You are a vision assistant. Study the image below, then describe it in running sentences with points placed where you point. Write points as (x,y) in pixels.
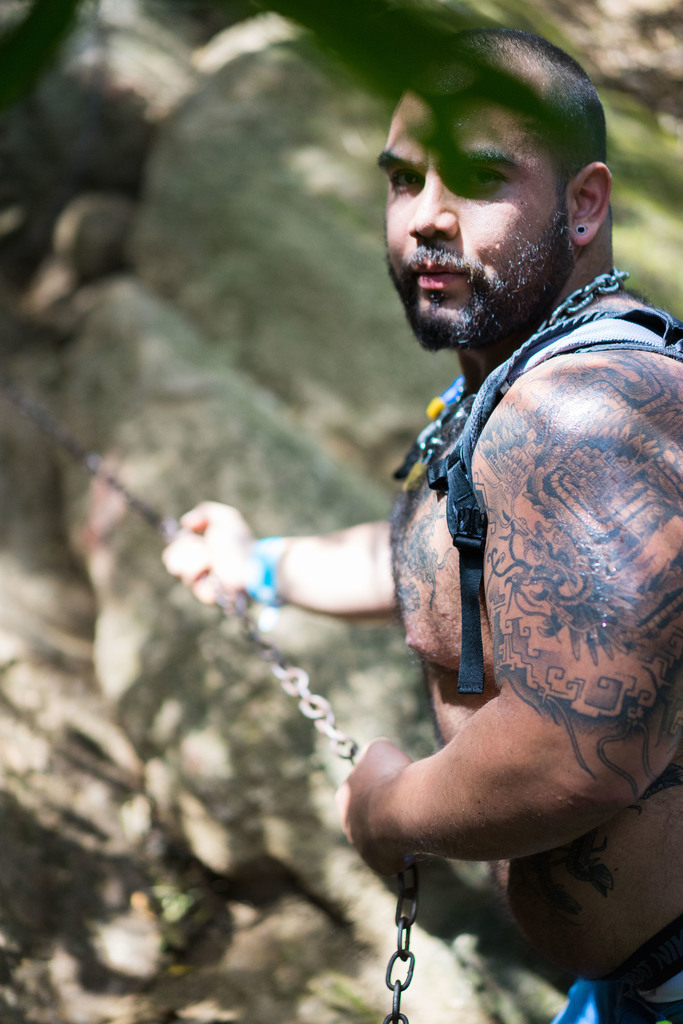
In this image, we can see a man (588,874) standing and holding a chain (28,404). We can see the rocks (245,319).
